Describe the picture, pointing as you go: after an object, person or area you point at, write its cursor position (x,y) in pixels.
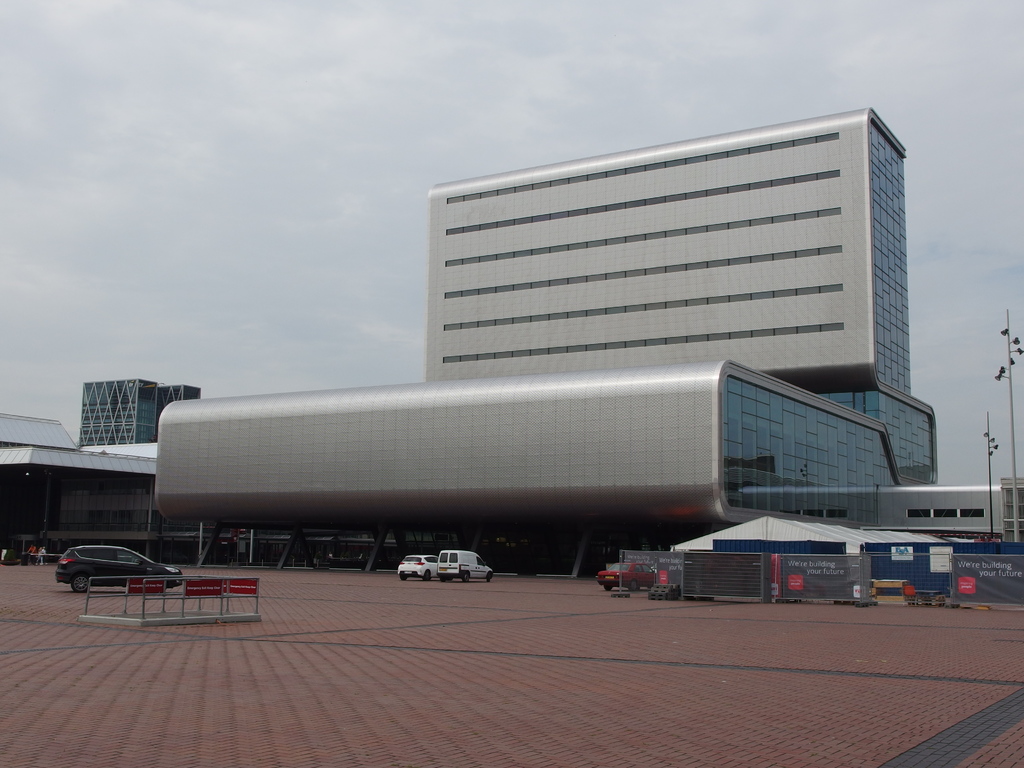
In the foreground of this picture (533,684), we can see the path (486,684) to walk, vehicles (85,560) moving on the path (268,603). In the background (826,597), there is fencing (712,580), shed (806,522), building (642,427), pole (995,448) and the sky (291,214).
